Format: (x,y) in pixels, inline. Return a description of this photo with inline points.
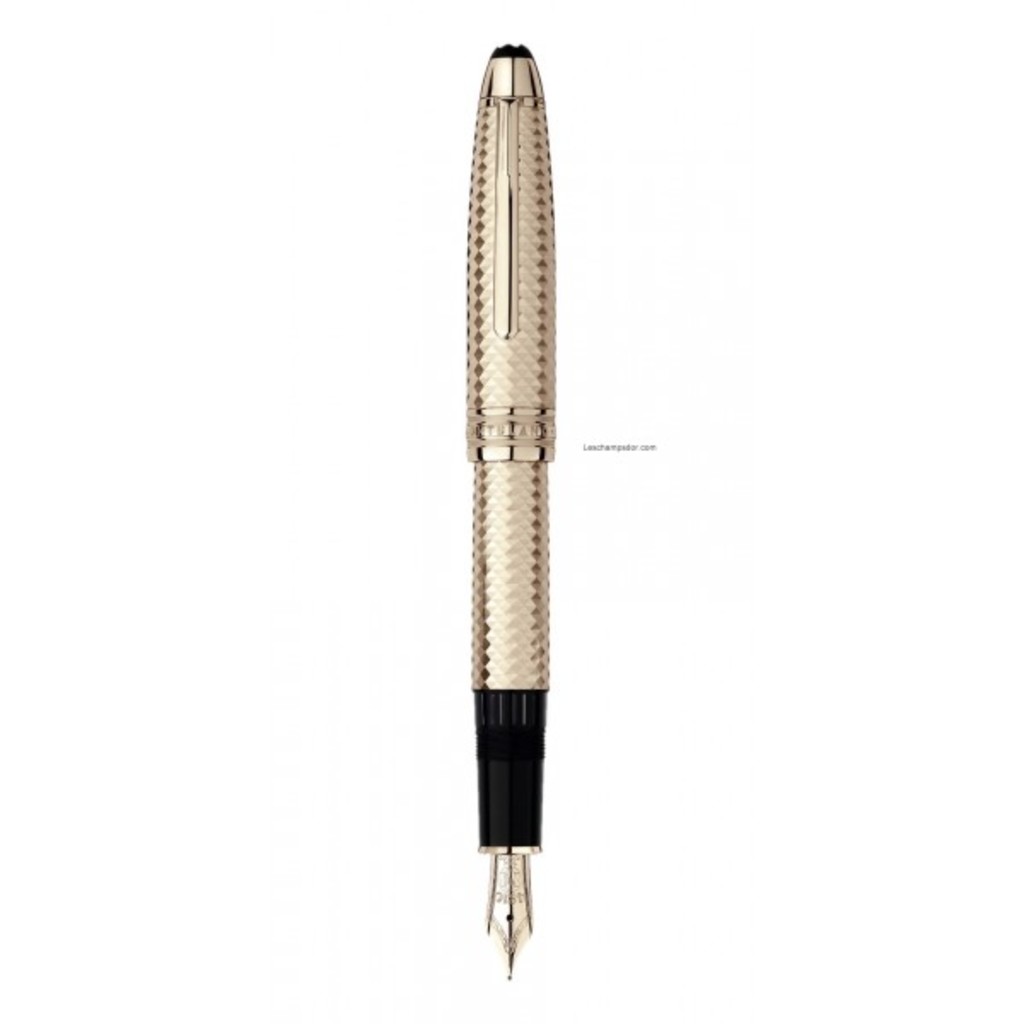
In this image we can see a golden color ink pen (519,788) with pointed nib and background (944,178) is white.
